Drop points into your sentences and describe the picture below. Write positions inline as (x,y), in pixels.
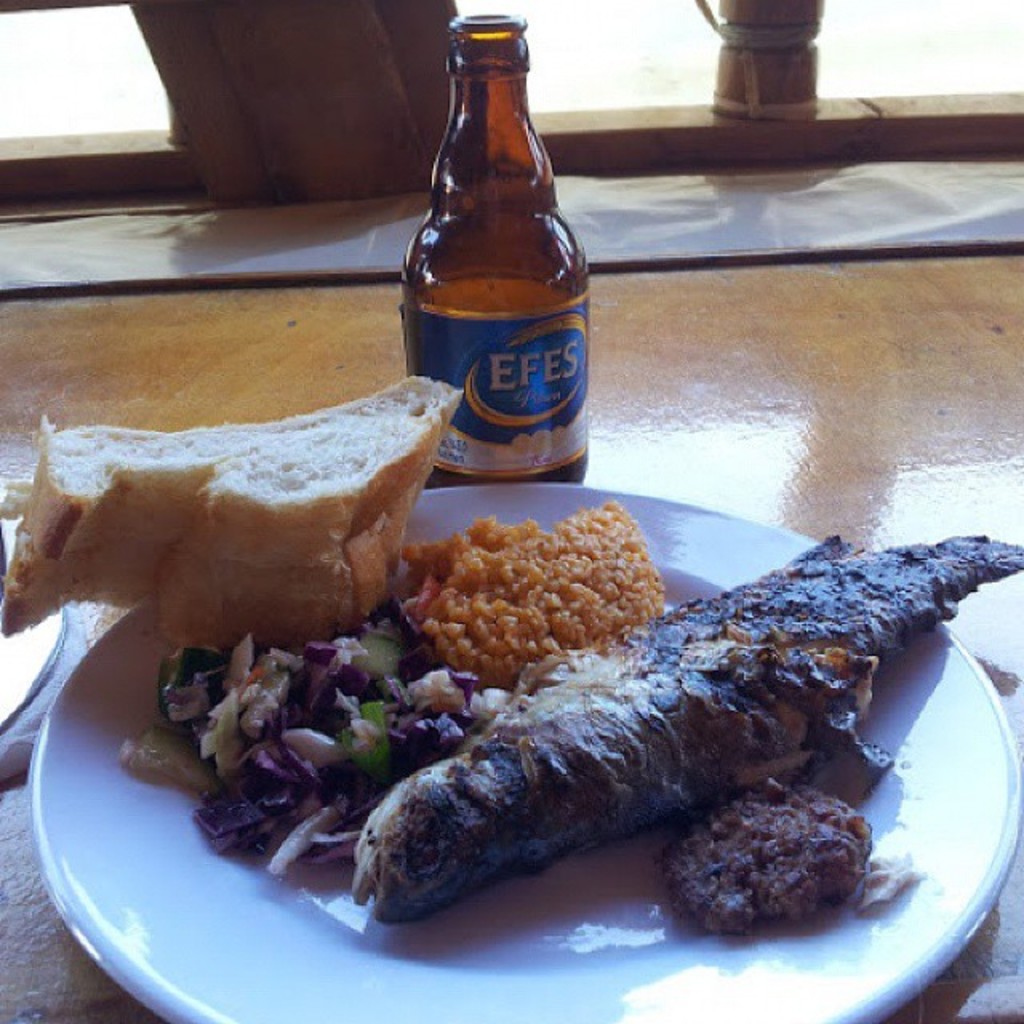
In this picture we can see a plate (561,1004) of food (391,620) and a bottle (448,235) on a wooden table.
